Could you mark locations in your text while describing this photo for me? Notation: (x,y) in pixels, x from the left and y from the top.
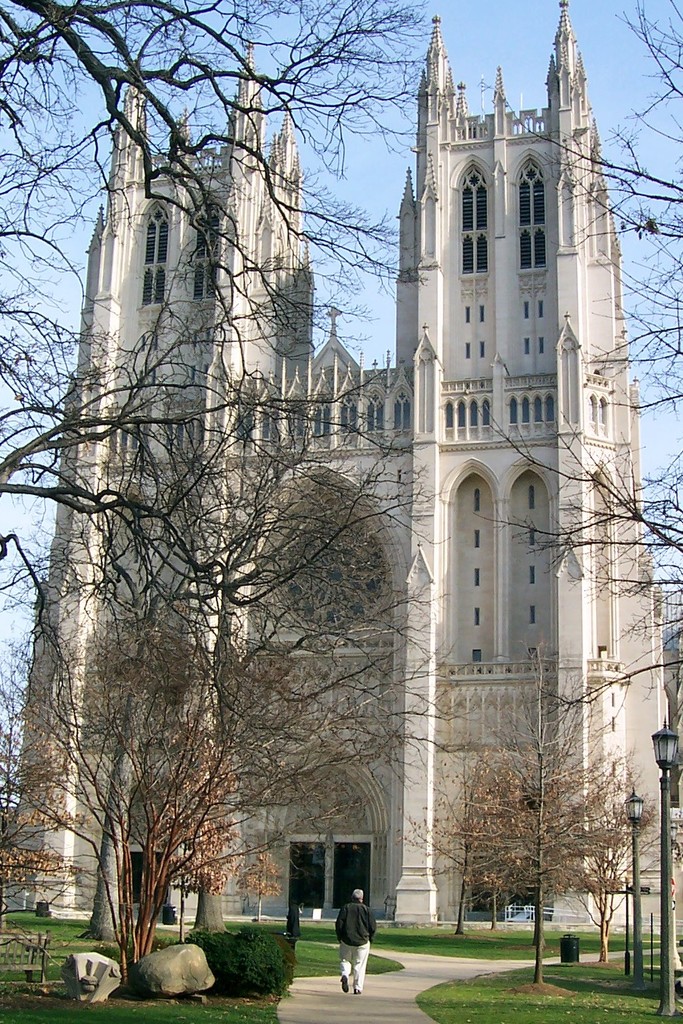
In this image, in the middle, we can see a man (347,918) walking on the road (399,959). On the left side (115,715), we can see some trees (227,677), plants (287,946) and some stones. On the right side (543,840), we can see some street light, trees (485,826). In the background (473,200), we can see a building (475,401), glass window (467,211). At the top (485,28), we can see a sky (490,38), at the bottom (465,1002), we can see a grass (253,1014).
